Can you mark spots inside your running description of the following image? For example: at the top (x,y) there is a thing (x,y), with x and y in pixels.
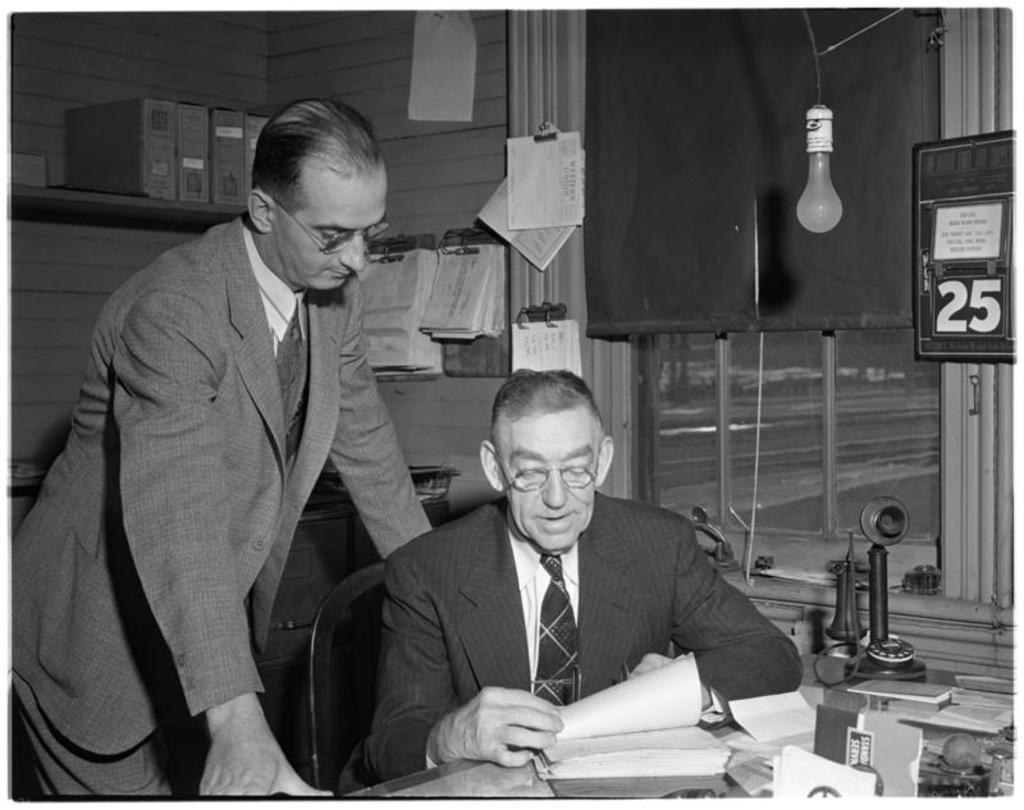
This is a black and white image. There are two persons (627,624) in the image. There is a table (841,695) on which there are many objects (799,775). There is a window (859,436). In the background of the image (297,67) there is a wall (258,75). There is a shelf (86,193).
